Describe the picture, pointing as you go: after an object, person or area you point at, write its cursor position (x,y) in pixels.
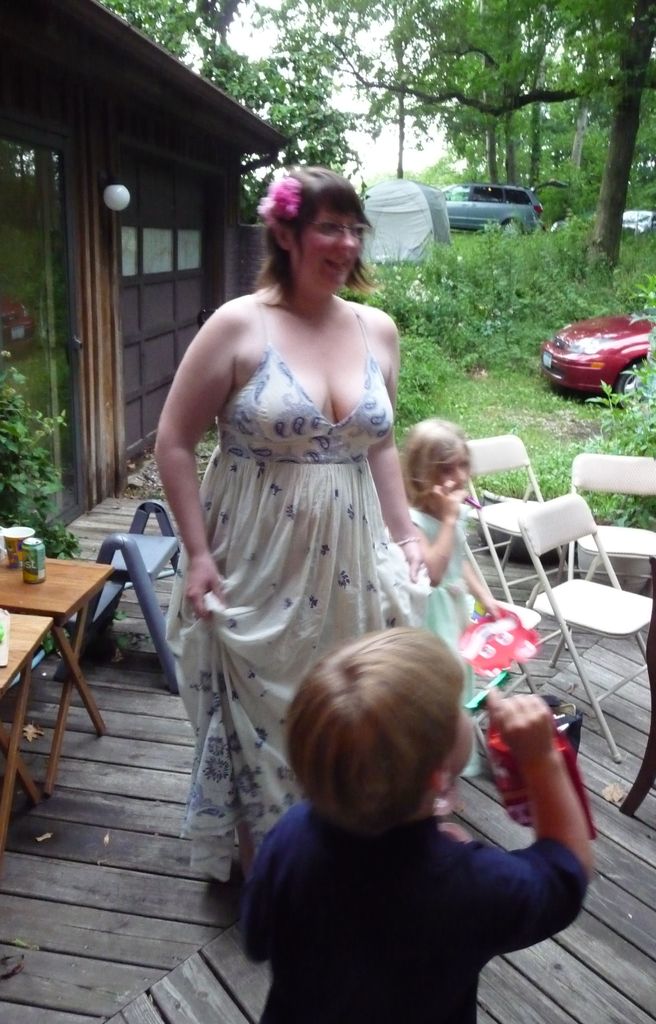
In this image I can see few people (256,855) are standing. In the background (497,448) I can see number of chairs (557,605), trees (628,81) and few vehicles (479,209).
